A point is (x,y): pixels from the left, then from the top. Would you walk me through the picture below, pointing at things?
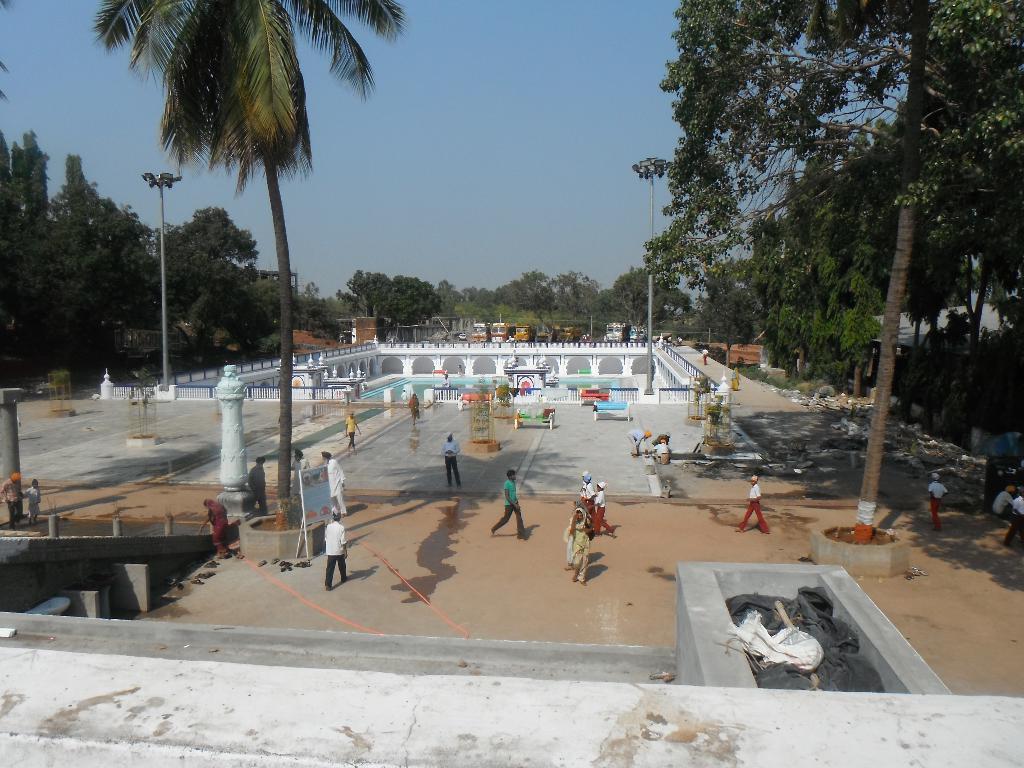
In this picture I can see group of people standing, there are benches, pillars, there is a compound wall (401,348), there are vehicles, there are poles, lights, there are trees (961,377), and in the background (431,280) there is the sky (538,123).
